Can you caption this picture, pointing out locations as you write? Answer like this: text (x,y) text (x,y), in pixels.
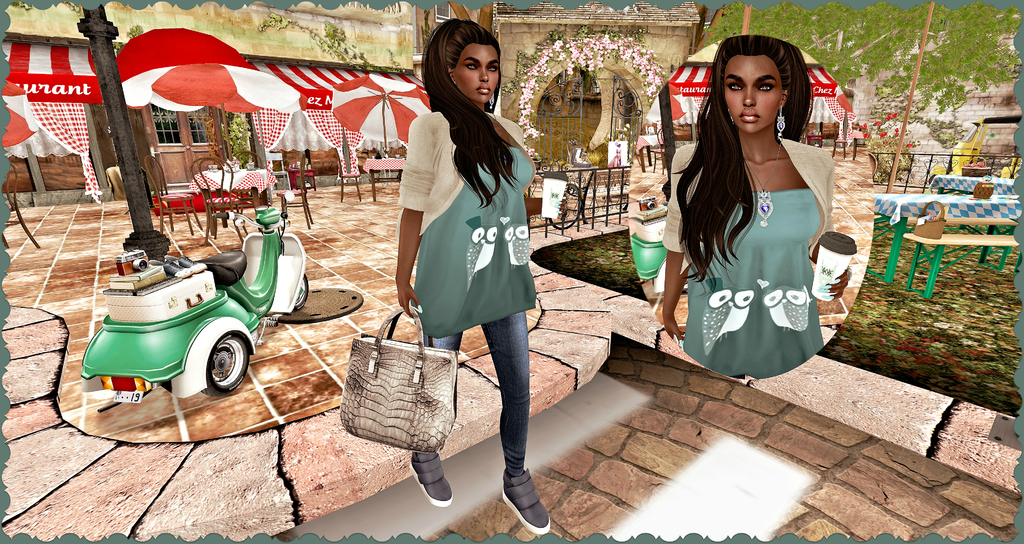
In this image, we can see depiction of a person (498,230). This person (477,265) is wearing clothes (467,266) and holding a bag (393,396) with her hand (410,298). There is a scooter (198,327) and pole (135,221) on the left side of the image (135,221). There are umbrellas (397,91), tables (386,162) and chairs (226,192) in the top left of the image (242,171). There is a building (405,49) at the top of the image (321,37). There is a close view of a person (672,224) in the middle of the image (676,238). There is an another table (932,184) and bench (988,238) on the right side of the image (994,227).
